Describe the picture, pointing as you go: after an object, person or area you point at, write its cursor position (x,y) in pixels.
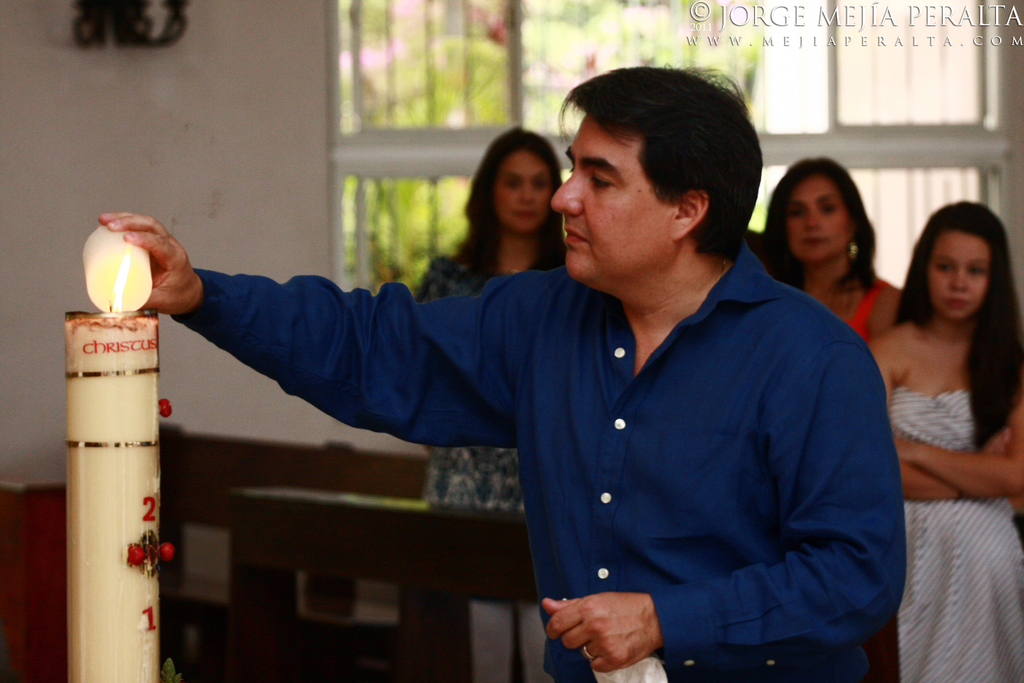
In this image I can see a person (479,395) is lighting the candle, this person (617,498) wore shirt (685,512). Behind him few women (778,268) are standing, at the top (380,112) there is the window (433,122).
